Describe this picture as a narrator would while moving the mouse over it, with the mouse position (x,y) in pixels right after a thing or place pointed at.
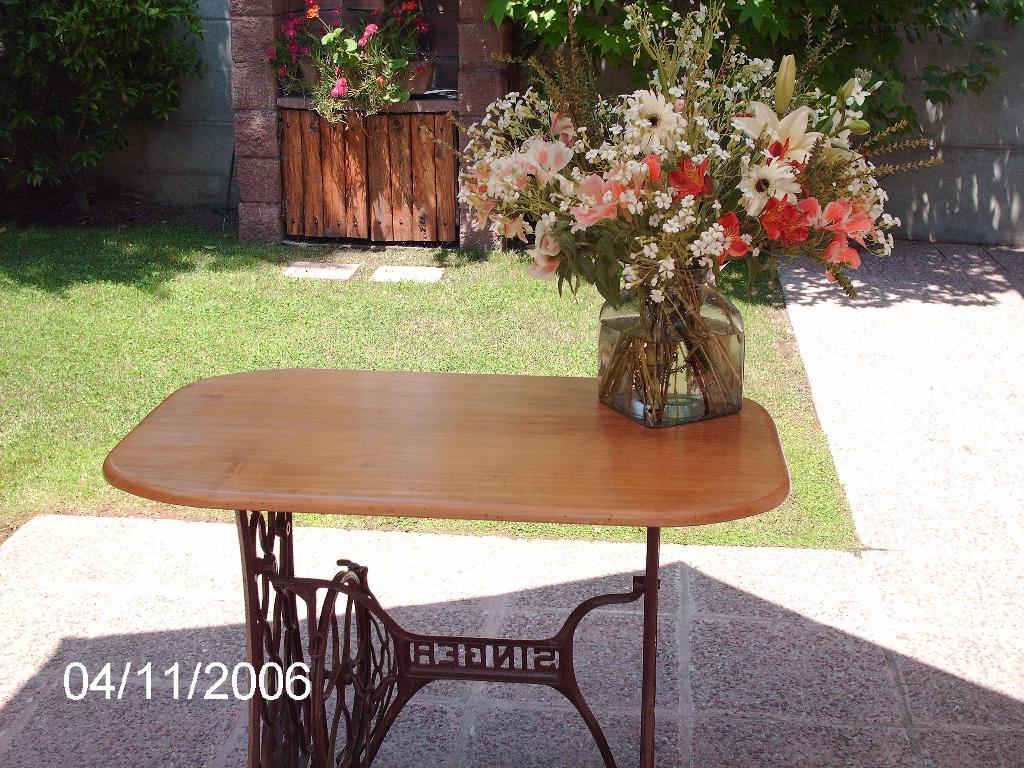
A flower vase (645,318) is kept on a table (495,453). Beside there is a grass patch (240,325). A door (361,177) is decorated with a bouquet (298,38) in the background (356,115). There are some plants (15,78) beside the door (351,157).
